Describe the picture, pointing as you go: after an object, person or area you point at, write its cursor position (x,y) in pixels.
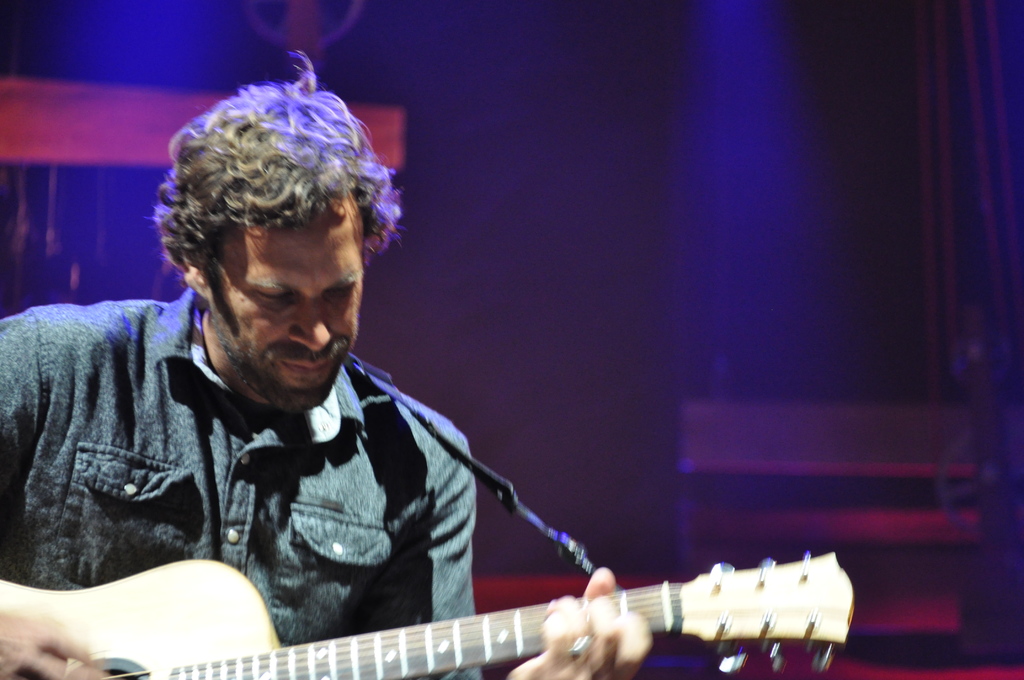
There is a person (2,644) on the left side (46,453). He is holding a guitar (487,629) in his hand (23,659). He is playing a guitar (134,674).
